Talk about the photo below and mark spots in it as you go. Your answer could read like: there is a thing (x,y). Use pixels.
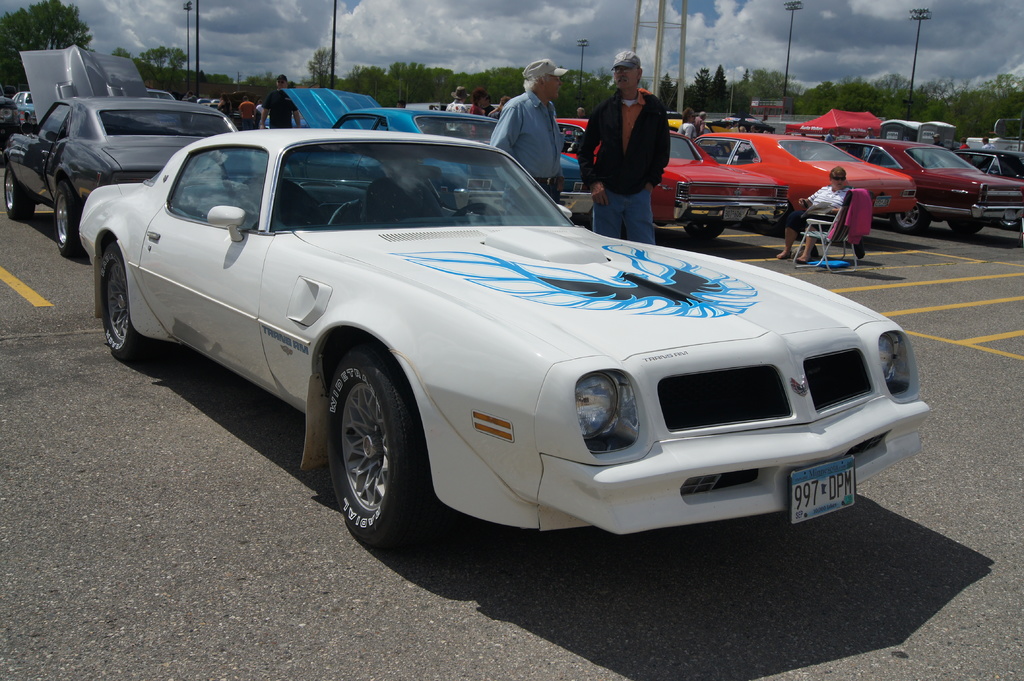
There are many vehicles (224,114). Near to the vehicle (470,148) there are two persons (559,132) wearing caps (555,69) are standing. Also there is a lady (799,200) sitting. Near to her there is a chair (832,224). In the background (485,20) there are poles (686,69), trees (676,92) and sky (382,46) with clouds (228,31).
